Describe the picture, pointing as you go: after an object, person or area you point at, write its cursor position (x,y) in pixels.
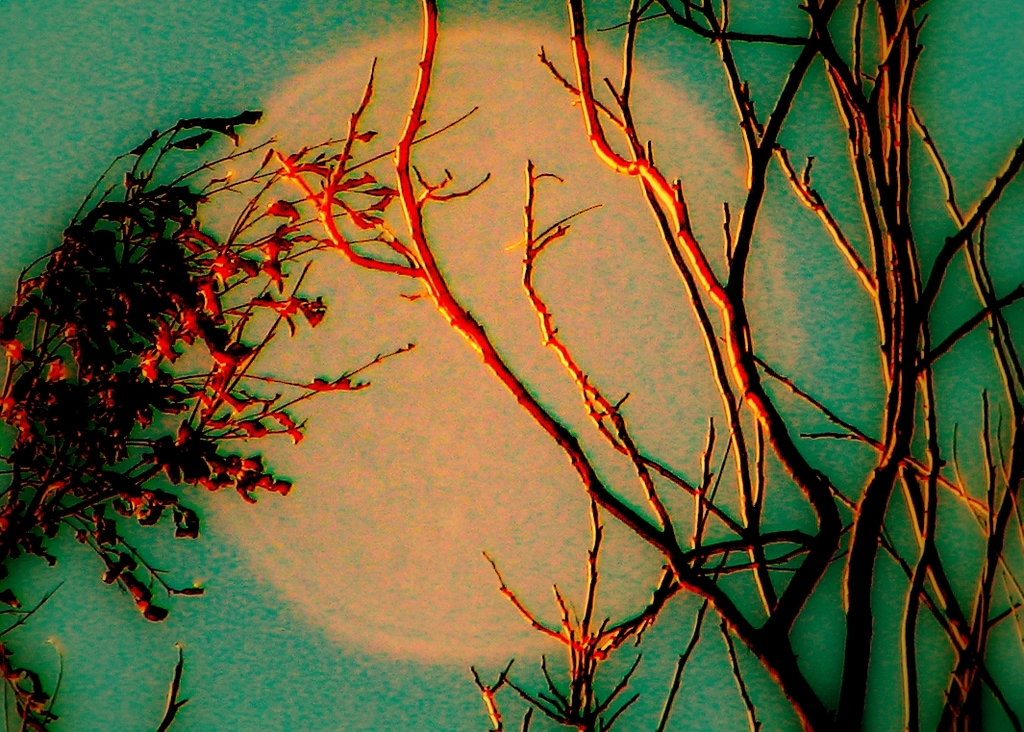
This is a painting where we can see the trees (103,328), the sky (51,45) and the moon (389,492).
